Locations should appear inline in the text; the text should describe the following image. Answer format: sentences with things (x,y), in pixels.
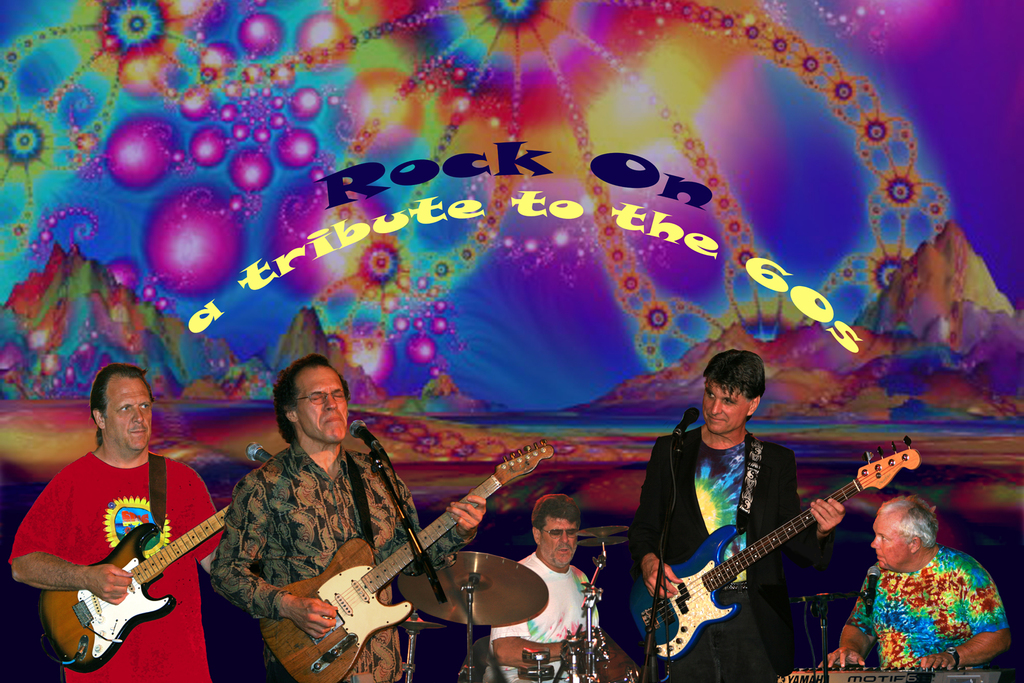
In this picture we can see some people (940,564) are standing and playing a musical instruments (445,531) and it is a animated picture.
